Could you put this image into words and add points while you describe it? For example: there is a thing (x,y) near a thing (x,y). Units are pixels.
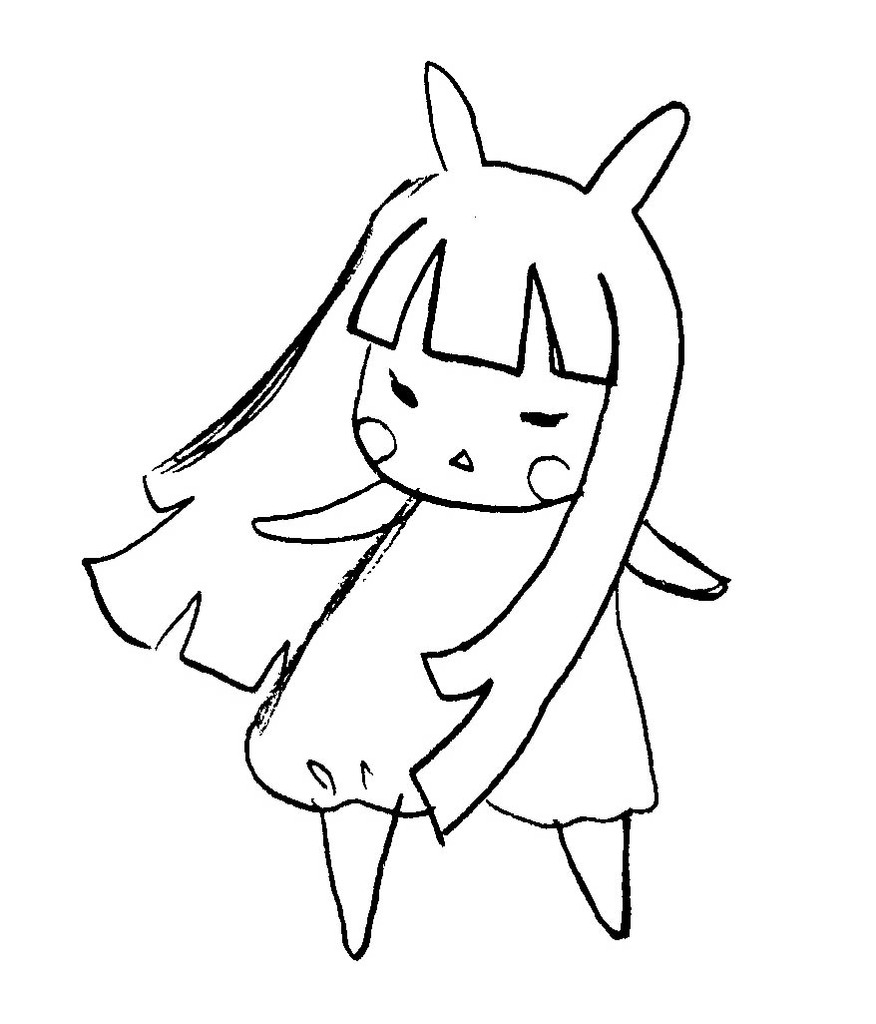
In this picture, we see the line art (504,389) of the girl (487,345) or the doll (396,426). In the background (84,330), it is white in color.
